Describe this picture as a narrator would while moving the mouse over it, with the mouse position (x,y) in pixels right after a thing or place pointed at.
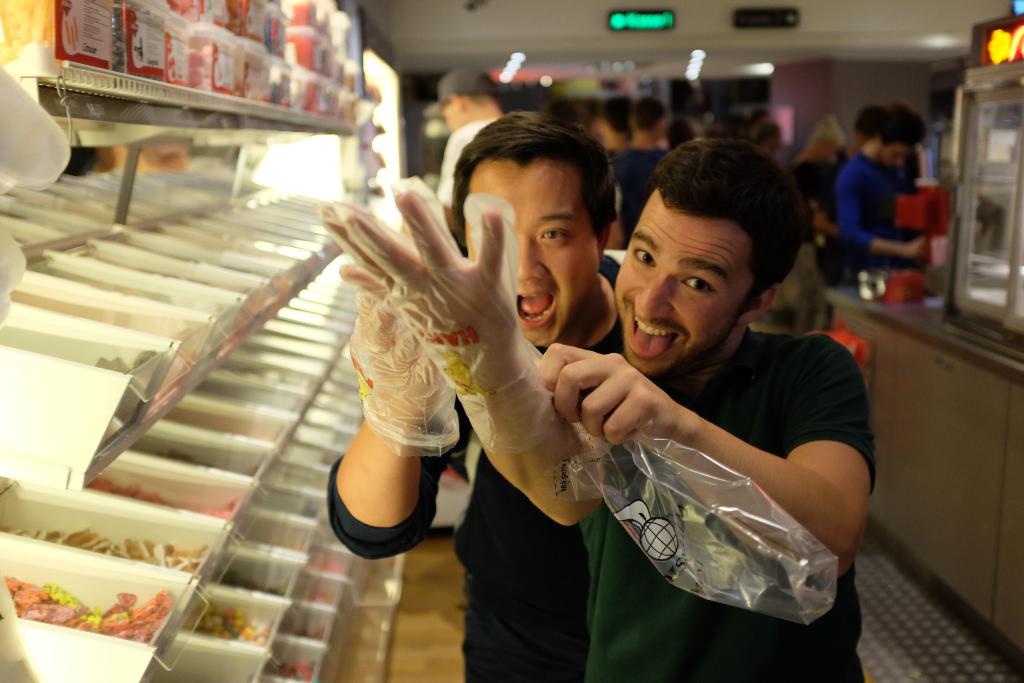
In the center of the image (518,414) we can see persons (385,476) holding a cover (633,500). On the left side of the image (273,594) we can see some objects (229,433) arranged in a shelves (142,271). In the background (678,77) we can see persons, mirror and wall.
